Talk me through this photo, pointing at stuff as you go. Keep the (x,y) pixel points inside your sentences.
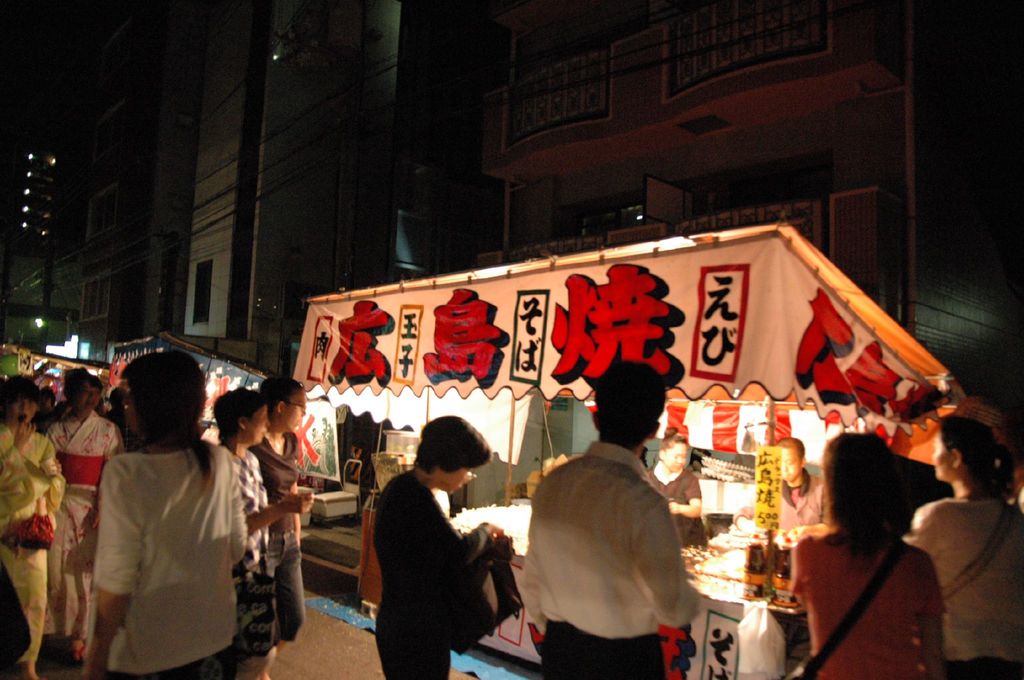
In this picture I can see there are few stores (762,484) and there are two people (682,484) inside the store (721,454). There is a woman (965,453) on to right side (1018,565), she is wearing a shirt (984,529) and a hand bag (964,579), the person (873,638) next to her is also wearing a hand bag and there is a man (604,535) standing next to her and he is wearing a white shirt (625,602) and a black pant (652,644). There is another woman (476,452) standing and looking into her handbag (498,570) and she is next to the man (626,364). In the backdrop (487,149) there are few buildings (19,309), windows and the sky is dark.
